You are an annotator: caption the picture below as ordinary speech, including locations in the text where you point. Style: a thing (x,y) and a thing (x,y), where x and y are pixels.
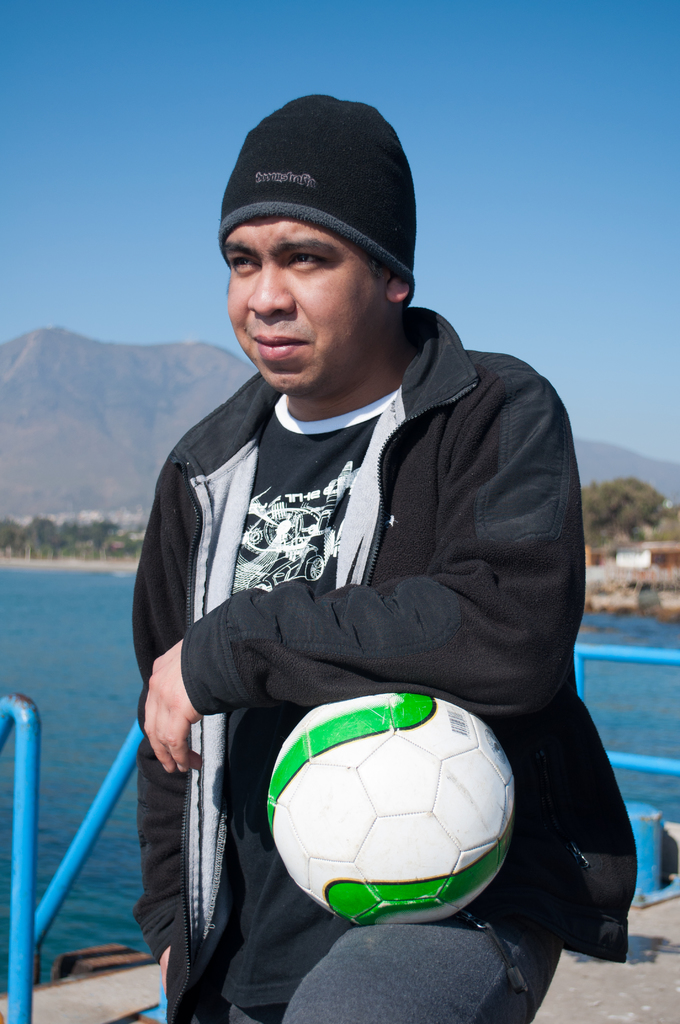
In this image I can see a person (389,582) holding the ball (367,833). In the background (54,721) there is a water (52,787), mountains (63,485) and the sky (167,103).
